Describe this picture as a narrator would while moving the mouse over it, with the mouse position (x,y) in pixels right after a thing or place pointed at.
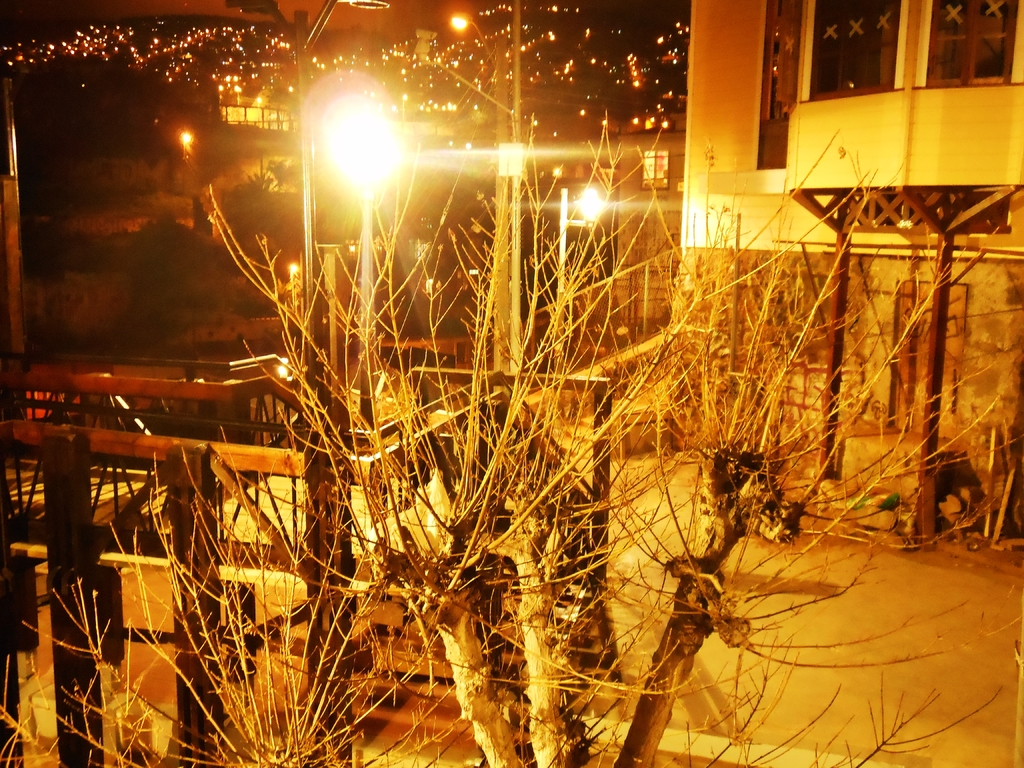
In this image there are trees (479,373), buildings (945,432).
